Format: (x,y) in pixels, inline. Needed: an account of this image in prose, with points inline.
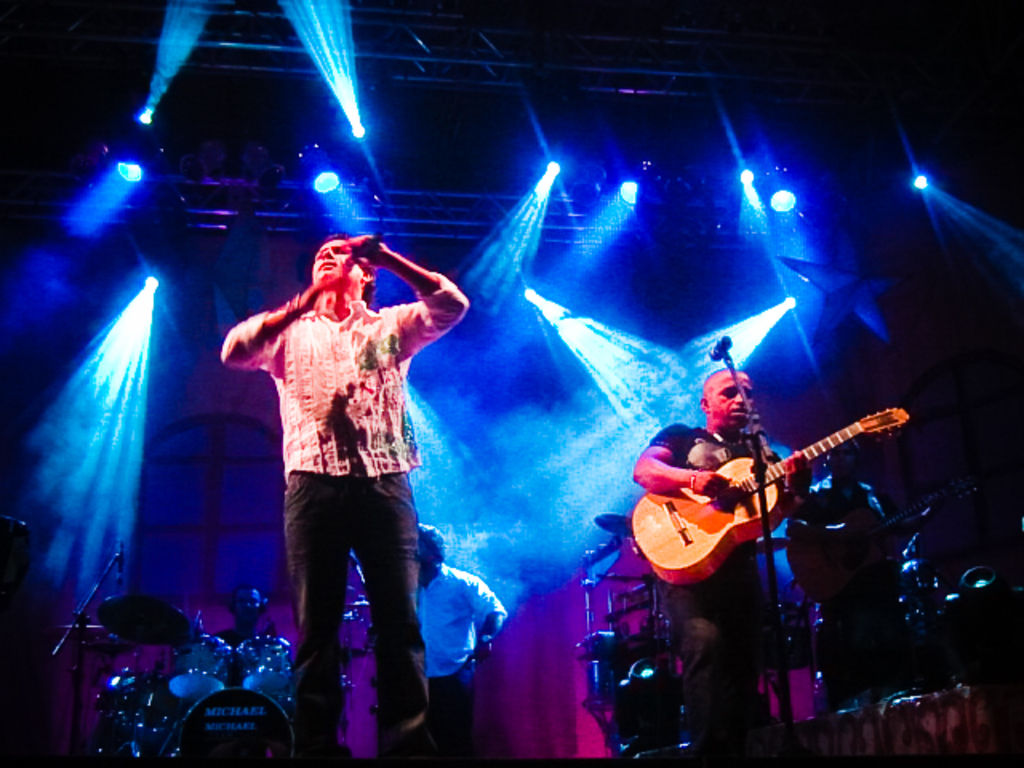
In this image i can see a man (300,432) standing and holding a microphone (361,257) in his hand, and to the right of the image (721,429) i can see another person (701,427) standing and holding a guitar (881,421) in his hand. In the background (440,604) i can see another person (453,605) standing, drums (272,672) and lights (355,119).
